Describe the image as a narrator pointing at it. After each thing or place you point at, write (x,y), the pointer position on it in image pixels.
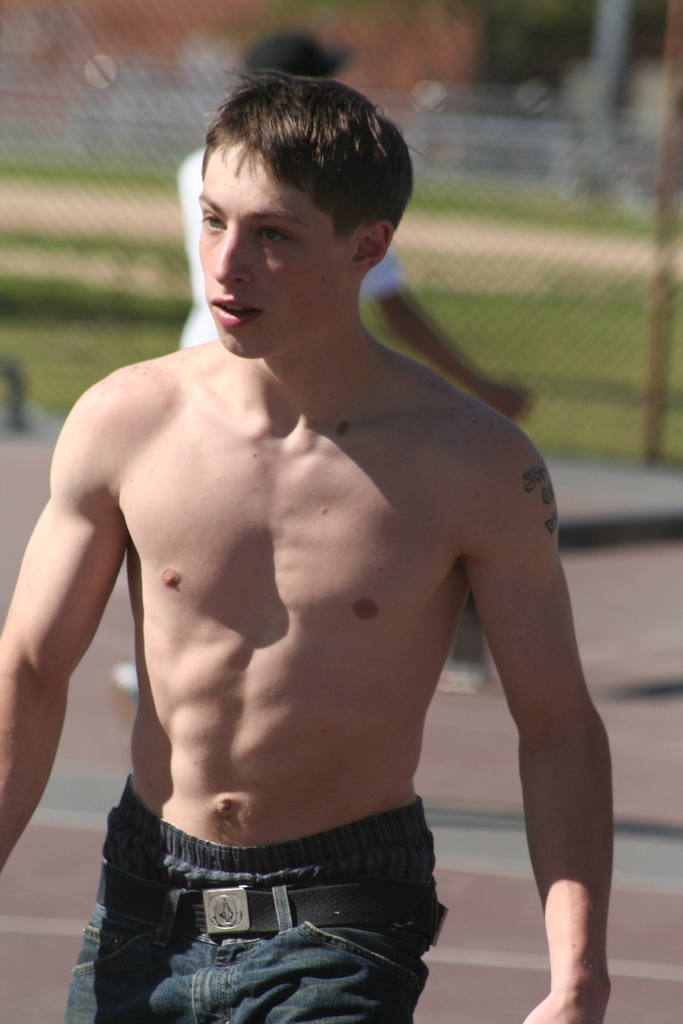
In this image in the foreground (161,480) there is one person (259,555) and in the background (447,259) there is another person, net (508,201), grass (640,360) and a walkway (55,200), at the bottom (528,855) there is a walkway (508,817).
